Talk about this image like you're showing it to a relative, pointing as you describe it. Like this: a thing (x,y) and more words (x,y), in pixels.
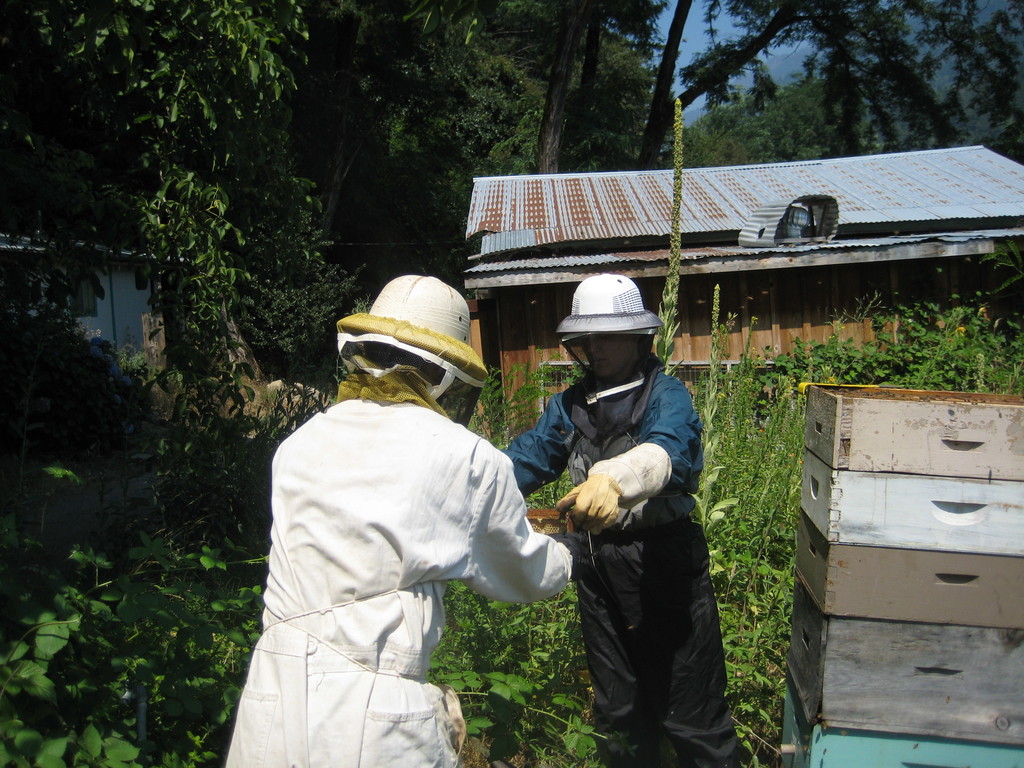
In the image there are two people (390,536), both of them are holding some objects (561,516) with their hands (573,496) and on the right side (872,462) there are wooden boxes (891,629) kept one upon another. Around the people (334,490) there are plants (207,410) and there is a wooden construction (500,299) covered with metal sheets (605,216) and around that there are many trees (310,104).
